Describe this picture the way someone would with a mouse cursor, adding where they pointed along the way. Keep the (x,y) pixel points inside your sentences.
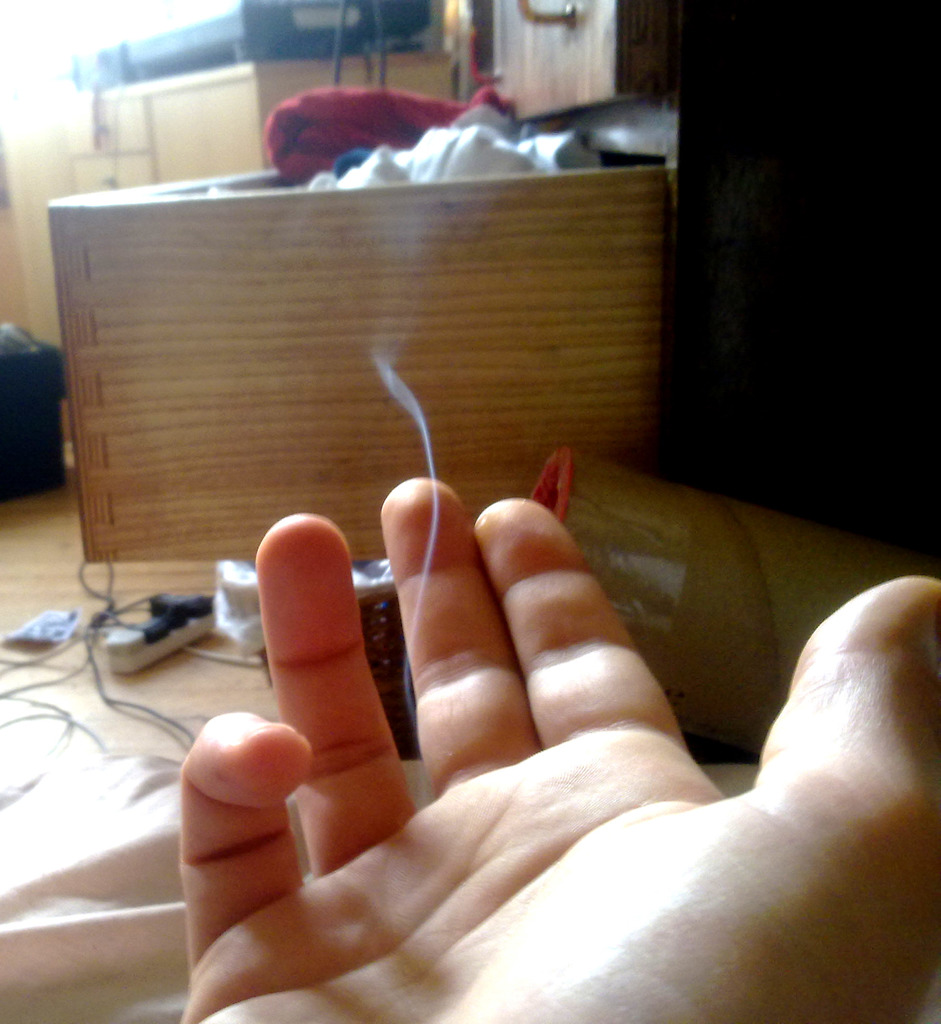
In this image there is a person's palm hand (576,815), in the background of the image (385,284) there are wooden cupboard (413,260) and clothes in it, on the floor (158,701) there are electrical cables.
